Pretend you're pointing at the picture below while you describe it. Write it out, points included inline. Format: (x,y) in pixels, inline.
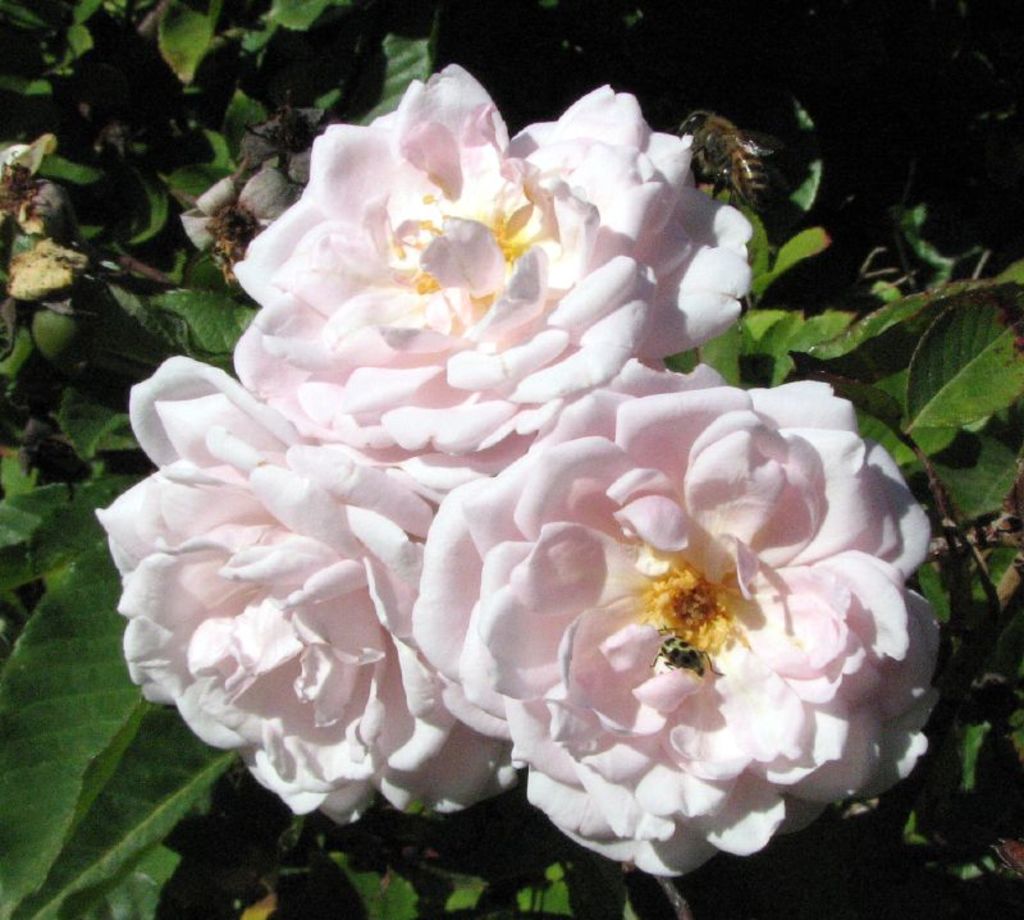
This is a zoomed in picture. In the center (640,324) we can see the flowers (373,520). In the background (264,32) we can see an insect (761,172) and the leaves (158,812) of a plant (136,797).
